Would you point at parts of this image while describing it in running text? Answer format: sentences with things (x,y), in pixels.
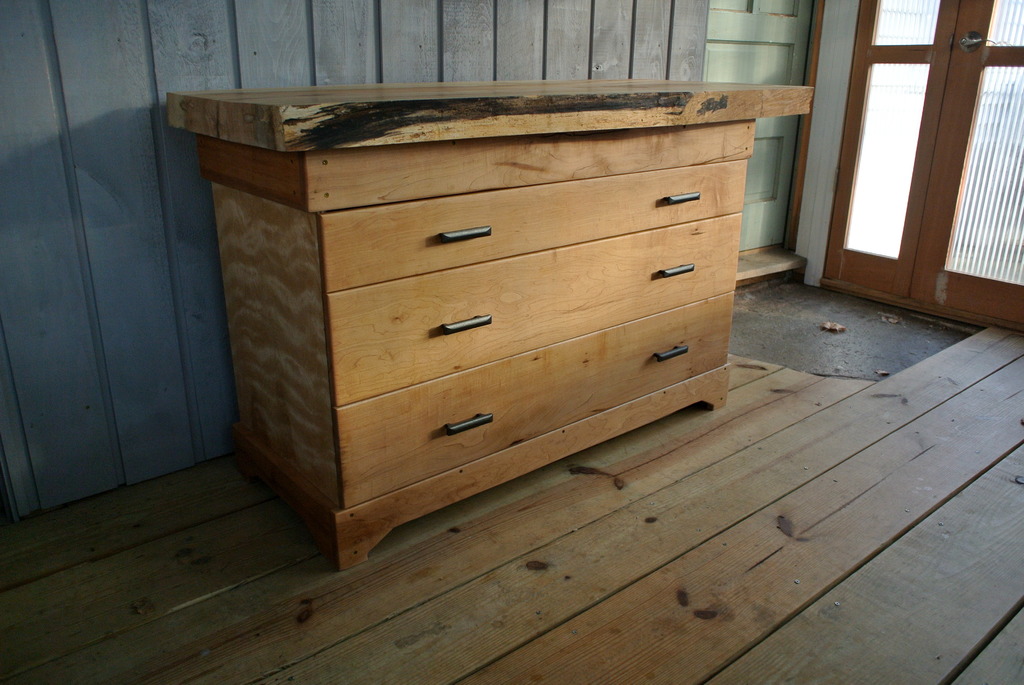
In this image I can see the wooden floor (766,549) and on it I can see a wooden table (419,294) to which I can see few drawers (519,257). In the background (340,69) I can see the grey colored wall (405,53), the door (737,30) which is green in color and another door (917,84) which is brown in color.
